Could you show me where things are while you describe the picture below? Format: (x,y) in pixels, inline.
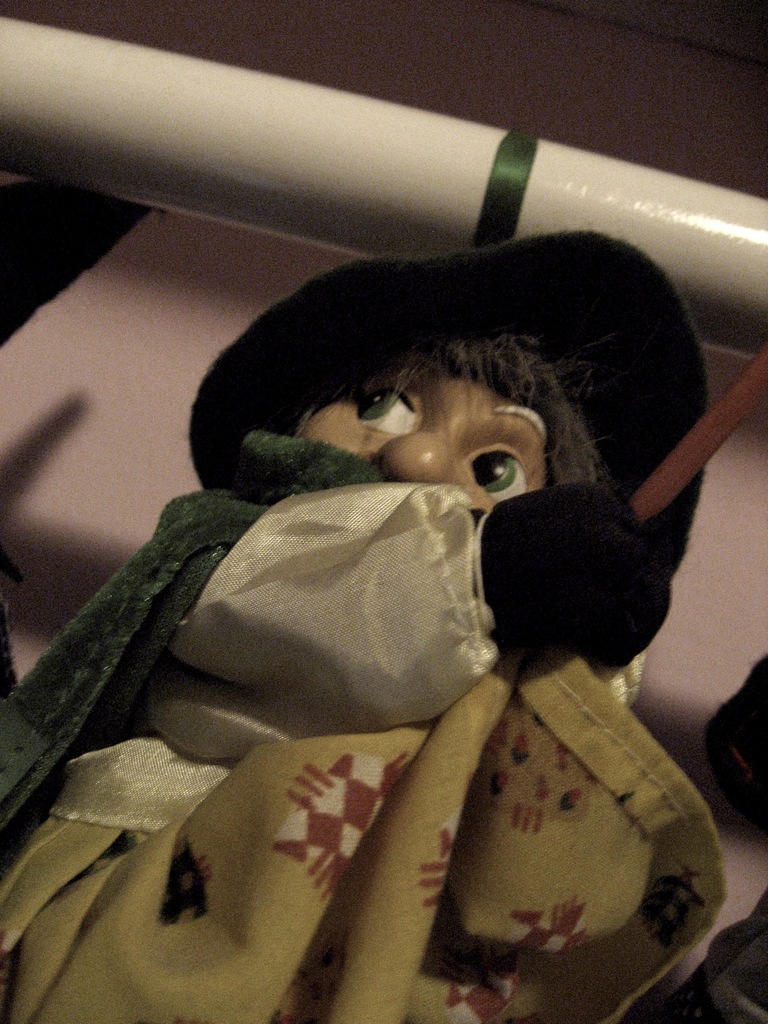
In this image I can see a toy (283,467), on the toy (239,533) I can see a dress (341,538) and I can see a pole (446,148) visible.
